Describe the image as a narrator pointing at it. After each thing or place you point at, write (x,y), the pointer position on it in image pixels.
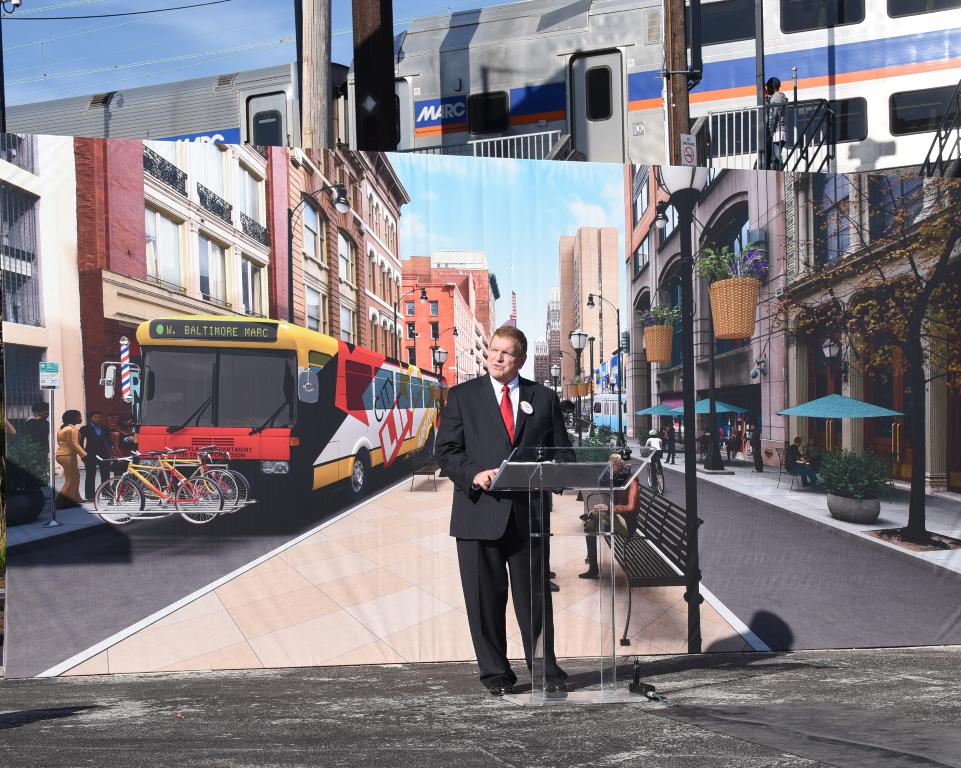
In this image there is a person (503,683) standing in front of the podium (592,491). On top of it there are mikes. Behind him there is a screen (337,204) with pictures (358,517) of vehicles (196,515), people (83,455), light poles (435,363), buildings (423,344), trees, flower pots (29,447) and a train (283,122).
